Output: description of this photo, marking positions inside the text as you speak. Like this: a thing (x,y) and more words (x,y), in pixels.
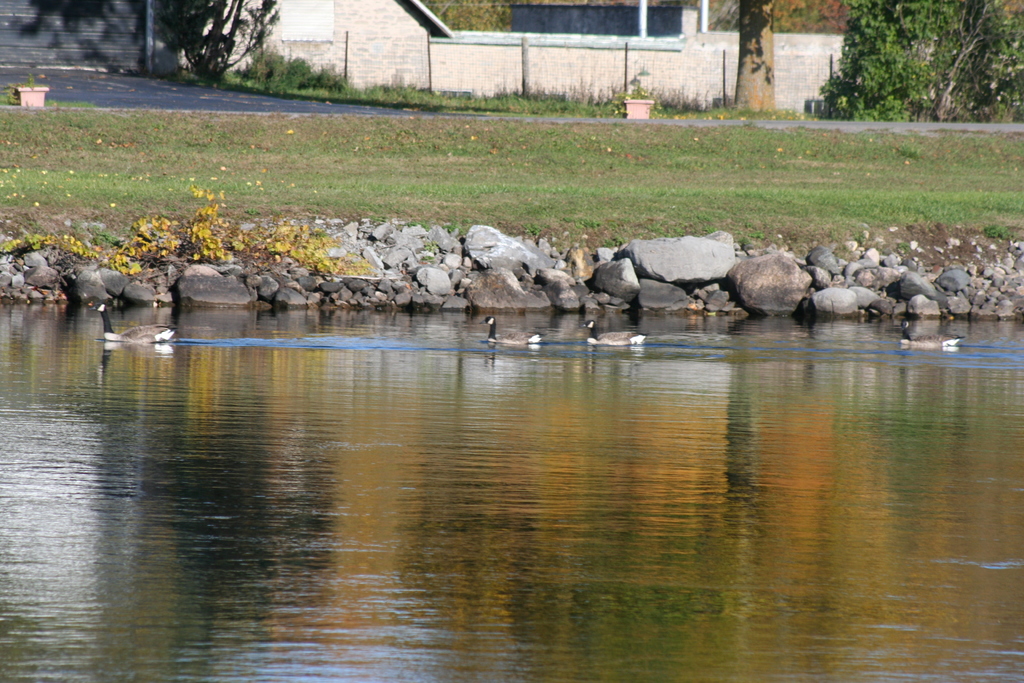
This is an outside view. At the bottom (249,578), I can see the water (346,489) and there are few birds (159,331) on the water (622,369). In the background (486,185), I can see the stones (770,266) and grass (488,189) on the ground (488,189). At the top of the image (399,54) there is a building (489,47) and also I can see a road (226,93) and some trees (749,80).
